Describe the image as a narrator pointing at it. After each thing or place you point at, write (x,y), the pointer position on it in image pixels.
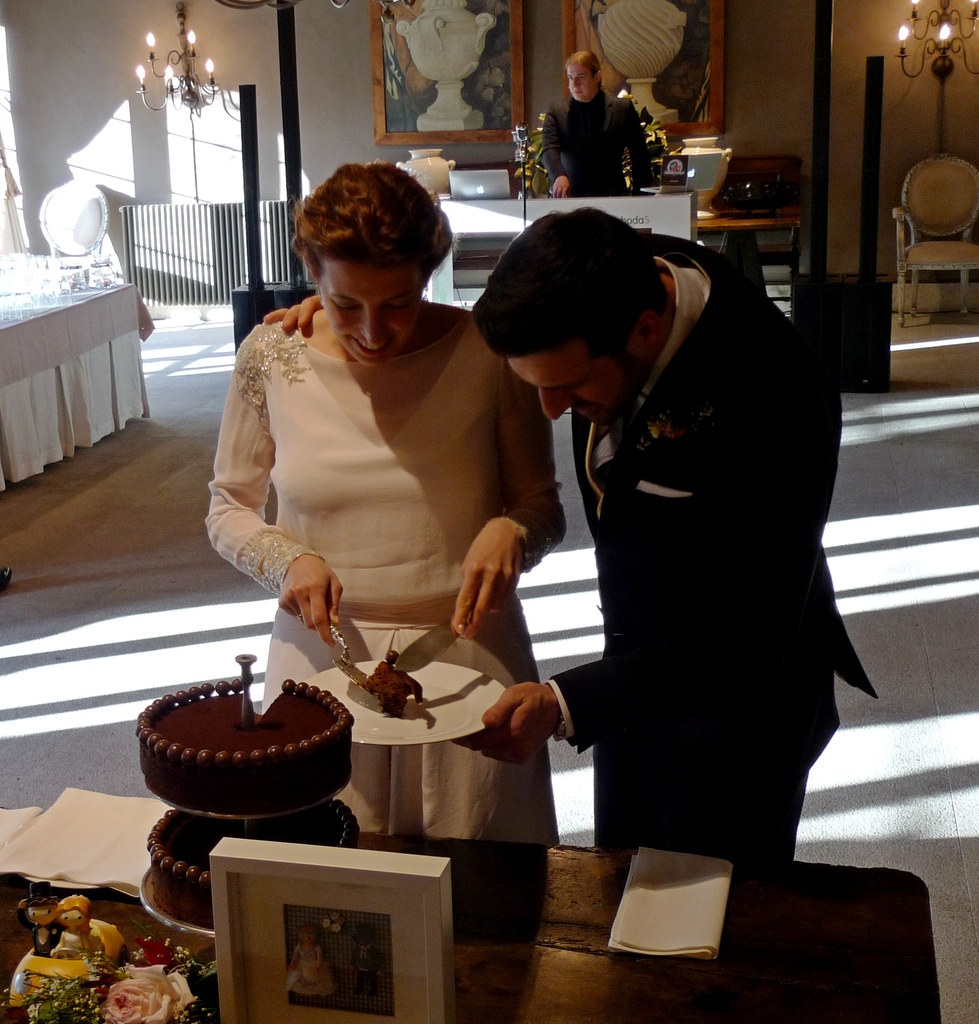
The photo is taken inside a room (30,671). In the right (712,382) a person (731,520) wearing a black suit (702,681) is holding a plate (474,730). Beside him one lady (367,421) wearing a white gown (367,525) is holding knife (429,638) and spoon (341,646). She is putting a piece of cake (383,671) on the plate (402,680). They both are smiling. In front of them there is a table (114,910) on the table (578,907) there is a cake (253,761), flower (103,993), statue (106,926), tissues (612,944). Behind them there is a person (582,126) standing in the counter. In the background (688,115) there is a chair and paintings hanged on the wall (183,119). On the left (127,316) there is a table (107,371). there are chandeliers (183,104) hanged in the room (68,496).
